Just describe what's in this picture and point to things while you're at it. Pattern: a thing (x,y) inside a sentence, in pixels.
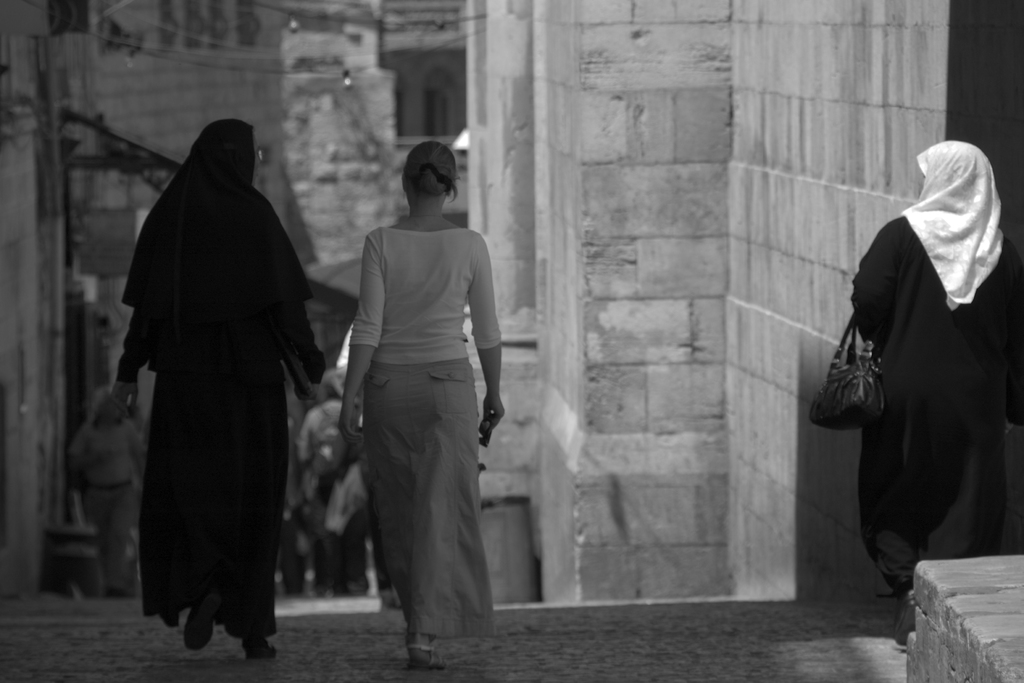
In this image two women (428,548) are walking on the floor (355,654). Right side (940,488) there is a woman (919,479) carrying a bag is walking beside the wall (799,363). Few persons (286,491) are walking on the floor (588,635). Background (659,107) there is wall (840,148).
